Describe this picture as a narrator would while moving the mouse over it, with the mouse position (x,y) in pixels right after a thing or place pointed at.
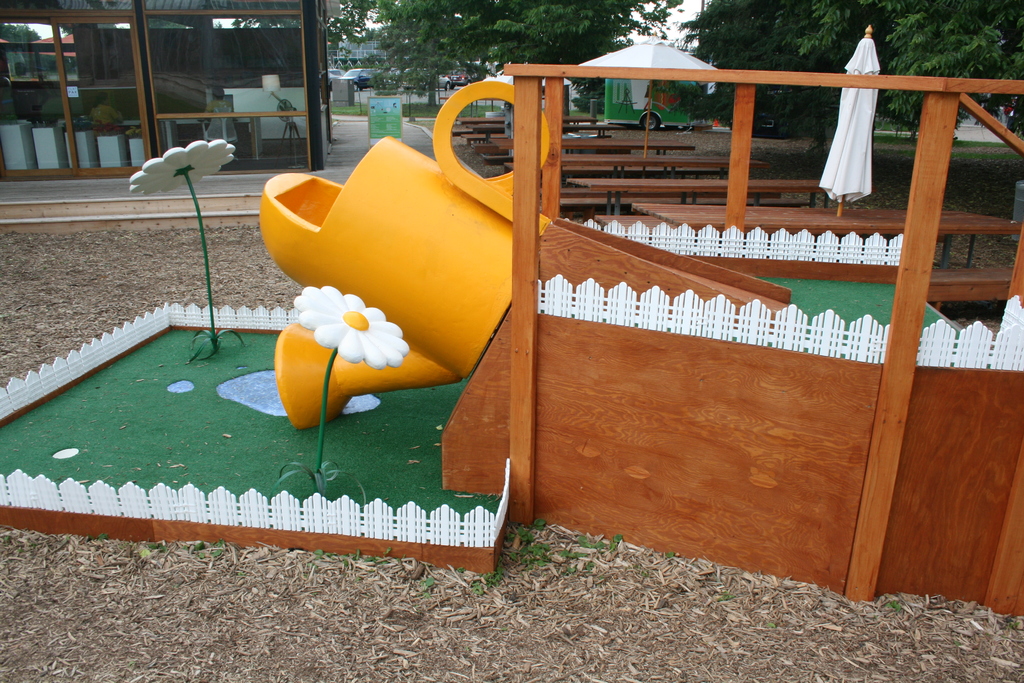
This image is taken outdoors. At the bottom of the image (136,613) there is a ground (737,589) with dry leaves (618,577) on it. In the middle of the image (489,418) there is a wooden fence (494,441) and there is an artificial plant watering jar (377,229) and flowers (189,168). In the background (483,45) there are a few trees (759,51). There are a few umbrellas (620,61). There are many empty benches (601,158). A few cars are parked on the road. There is a board (395,124) with a text (382,99) on it. On the left side of the image (173,108) there is a room (113,90).
